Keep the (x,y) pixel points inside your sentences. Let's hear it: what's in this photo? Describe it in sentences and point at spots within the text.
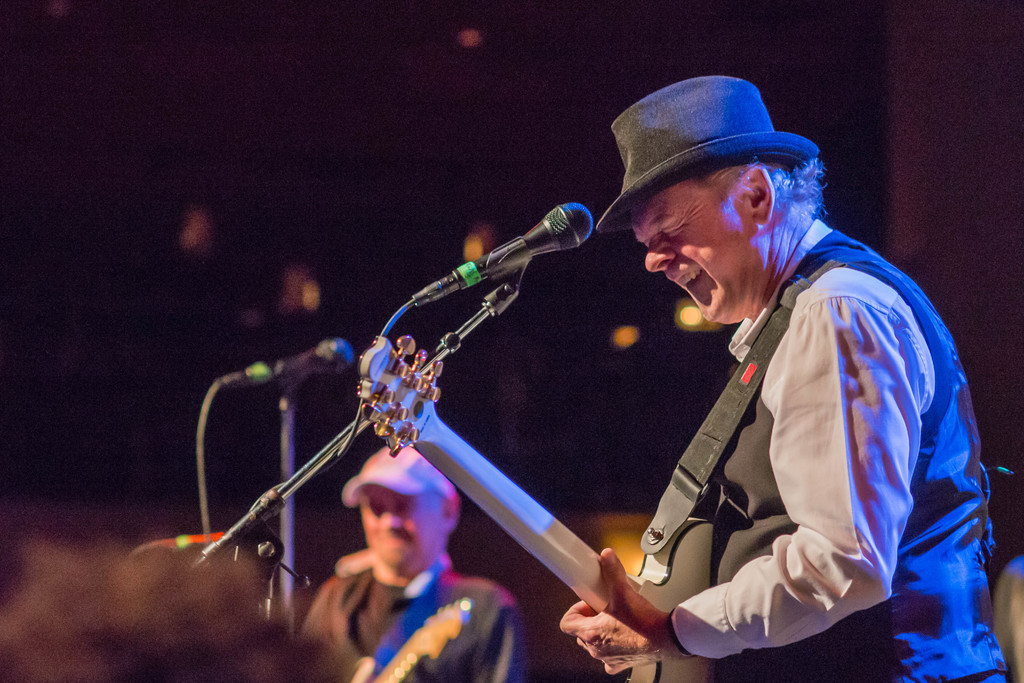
In this image in the foreground (730,428) there is one person (783,559) who is holding a guitar (526,497), in front of him there is a mike (561,230) it seems that he is singing. And in the background (325,607) there is another person (348,603), and there is a black background (54,308).
